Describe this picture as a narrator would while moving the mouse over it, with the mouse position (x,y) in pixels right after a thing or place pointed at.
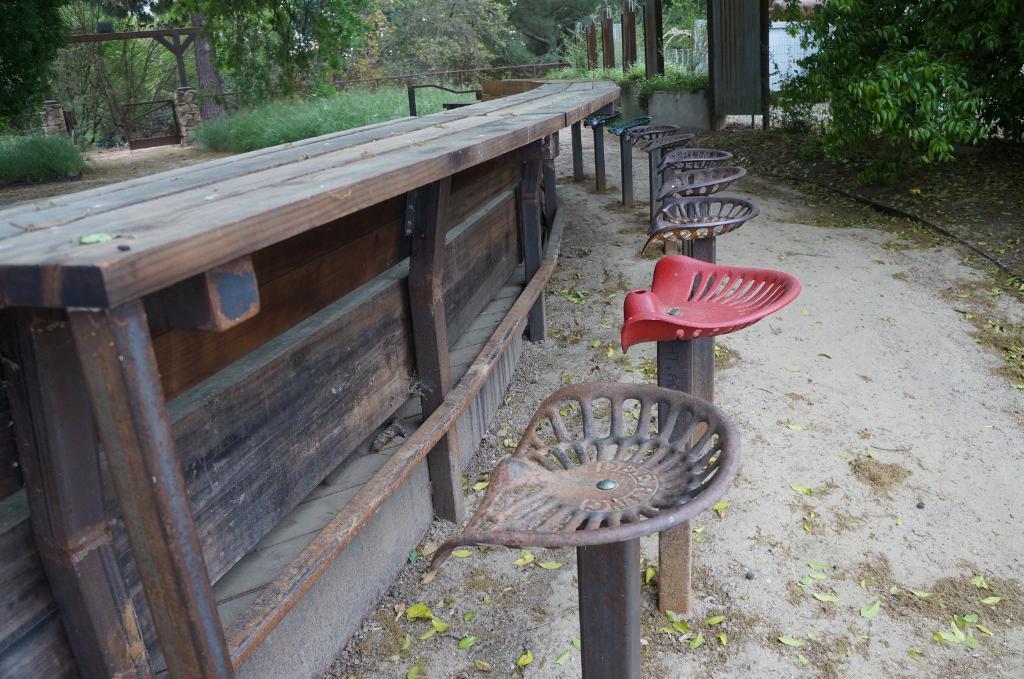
In this image, on the right side (934,59), we can see some trees (942,34) and plants (939,63). In the middle of the image (664,284), we can see chairs (662,270). On the left side (328,143), we can see a table (420,162). On the left side (242,76), we can see some trees (297,86) and plants (287,122). On the left side (151,129), we can also see a door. In the background (755,49), we can see a wall (781,39), pillars (740,52). At the bottom (840,547), we can see a land (992,243) with some leaves (970,317) and stones (631,226).
